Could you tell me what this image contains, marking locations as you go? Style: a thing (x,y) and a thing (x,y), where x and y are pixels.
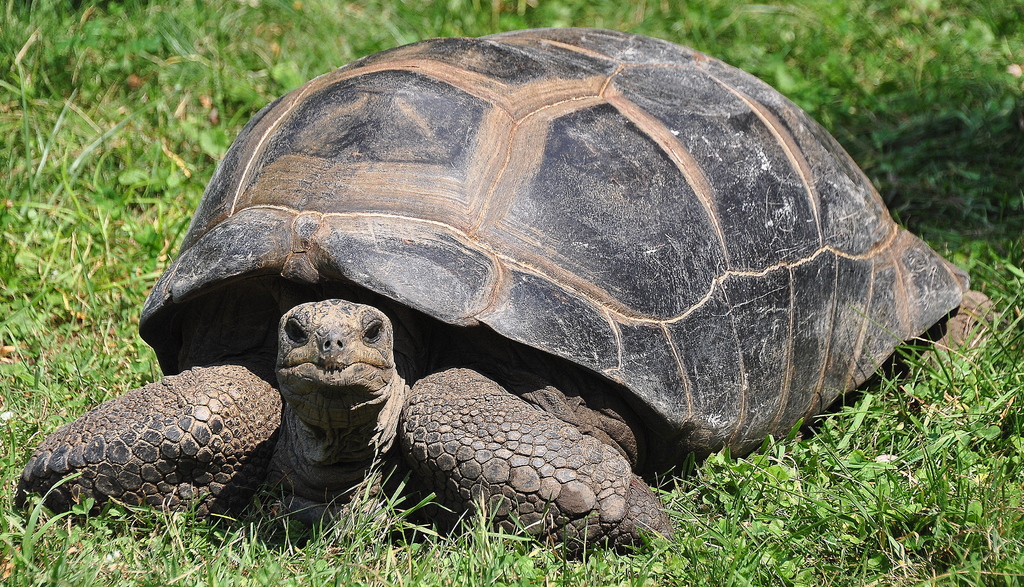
In this image, we can see tortoise (400,279) on the grass (938,482).
